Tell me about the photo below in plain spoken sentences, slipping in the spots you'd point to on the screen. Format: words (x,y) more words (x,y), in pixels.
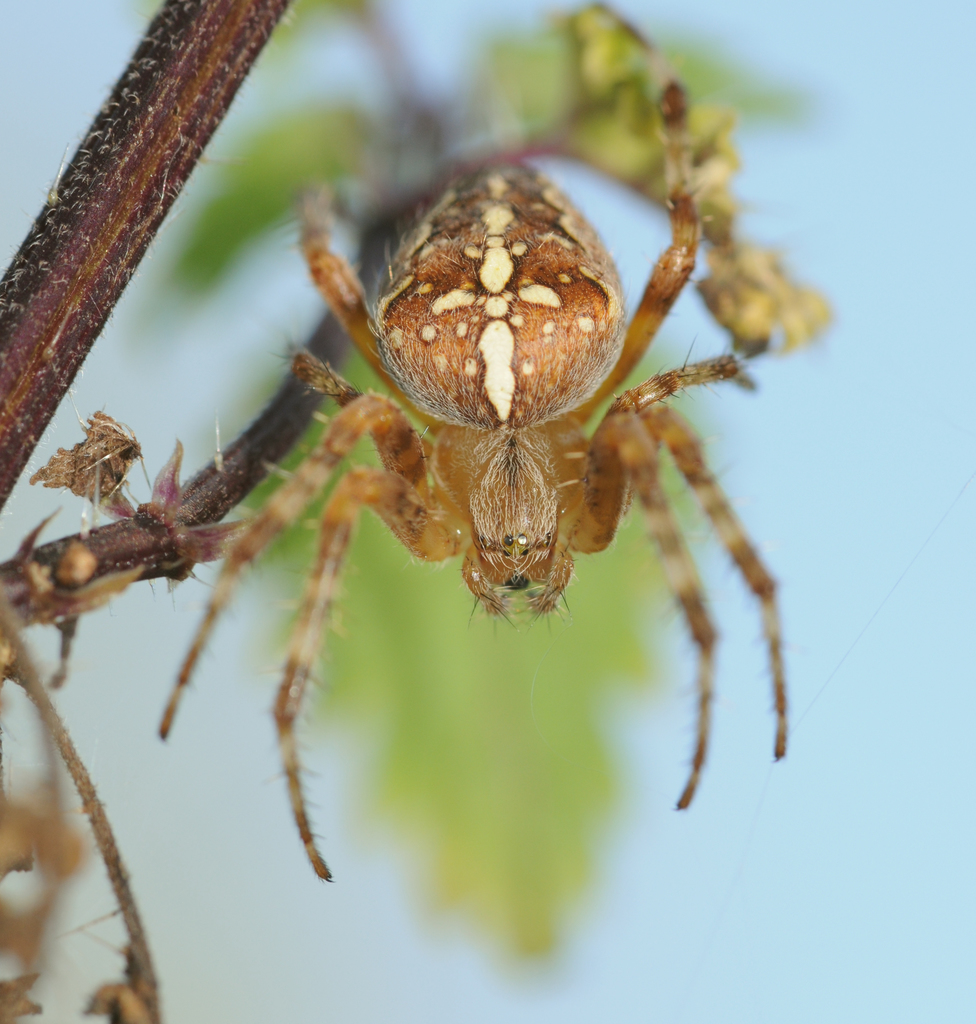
In this image, I can see a spider (443,458) to the stem (242,444). The background (407,119) looks blurry.
